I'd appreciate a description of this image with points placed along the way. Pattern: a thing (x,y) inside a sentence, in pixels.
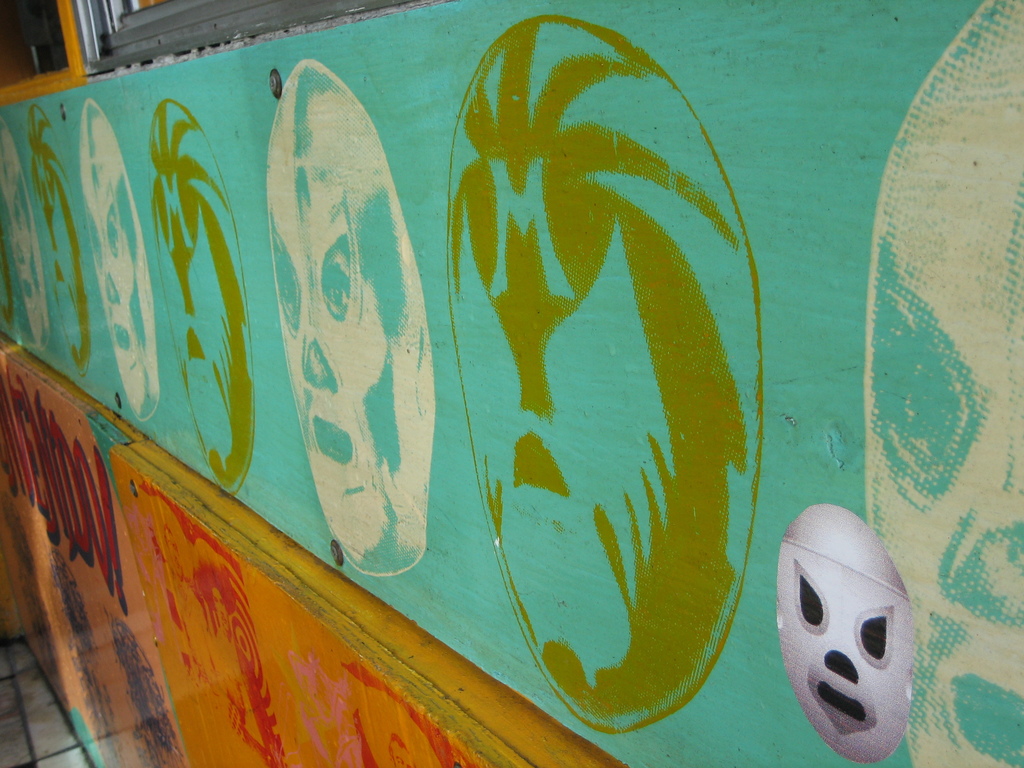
In the picture we can see a wall (753,613) with a painting (756,610) like blue and yellow in color and placed on the floor (63,710) with tiles (47,745).
